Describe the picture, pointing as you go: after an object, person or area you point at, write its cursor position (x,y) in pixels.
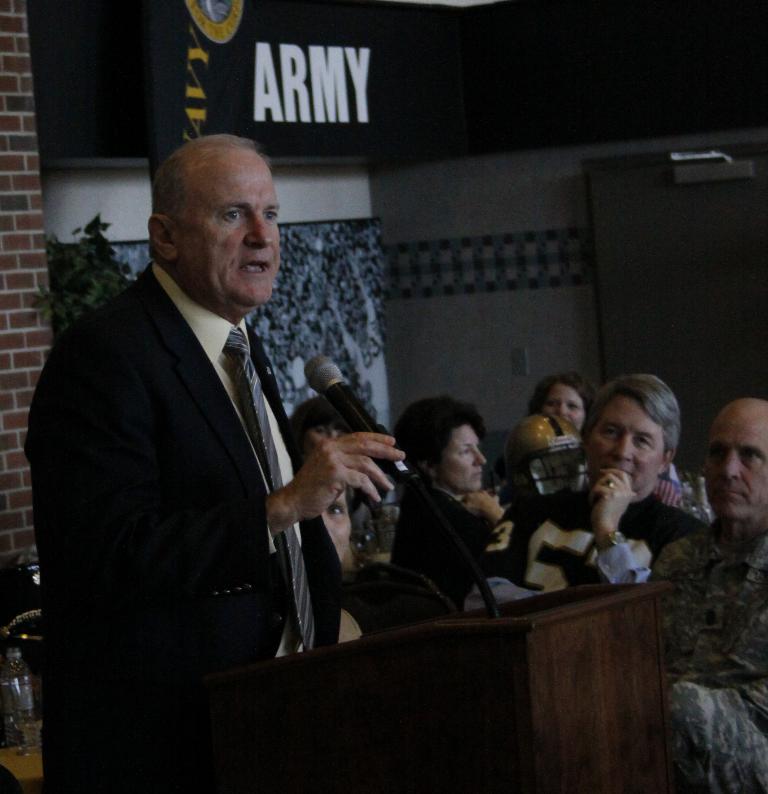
In this image I can see group of people (736,680) sitting, in front (143,389) the person (127,382) is standing wearing black color blazer (150,401), cream shirt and holding a microphone (409,486), in front (626,697) I can see a podium (401,634), background (228,81) I can see a black color banner (253,60) attached to the wall (311,175) and the wall (345,201) is in white color.
